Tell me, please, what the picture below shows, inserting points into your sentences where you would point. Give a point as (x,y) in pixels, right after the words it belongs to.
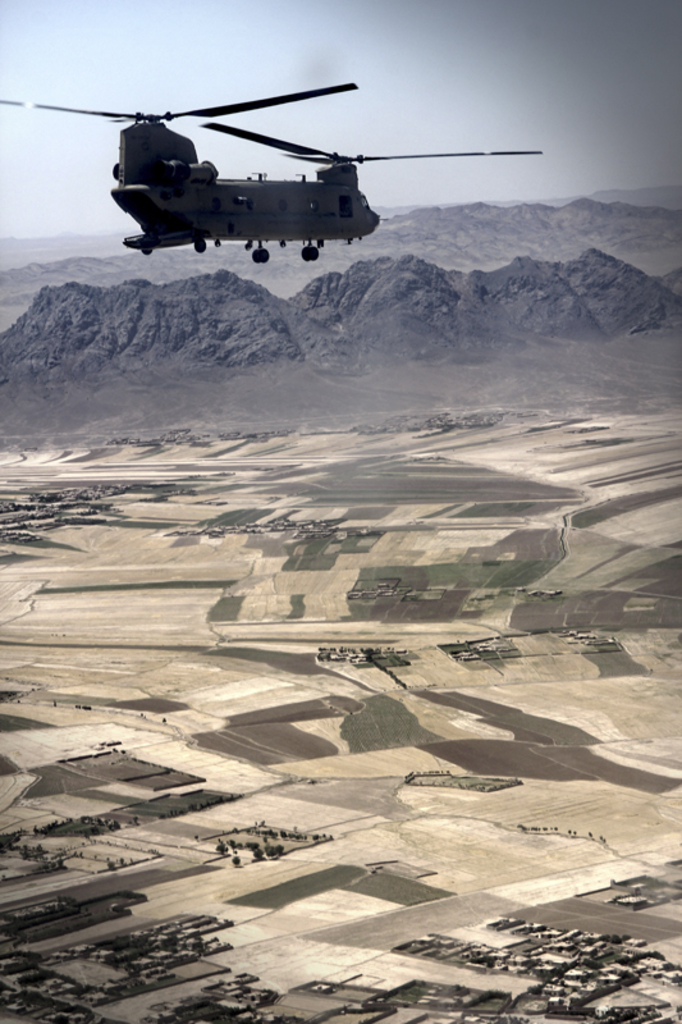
There is a helicopter (143,249) flying in the air (415,197). Here we can see ground (572,743) and a mountain (667,275). In the background (581,108) there is sky (113,65).
